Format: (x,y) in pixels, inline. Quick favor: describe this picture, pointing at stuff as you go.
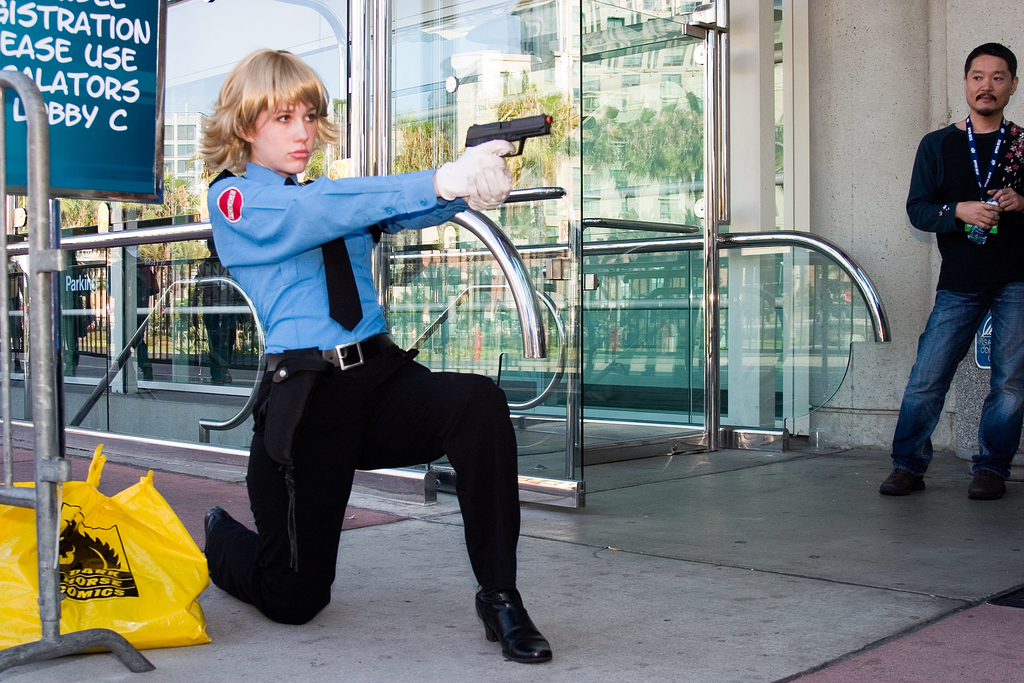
This image is taken outdoors. At the bottom of the image (942,478) there is a floor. On the right side of the image (1007,268) a man (1008,268) is standing on the floor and he is holding a bottle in his hands (979,214). On the left side of the image (35,100) there is a railing (31,204) and there is a board (80,120) with a text (86,51) on it and there is a cover (89,561) on the floor (224,670). A woman (396,187) is sitting on her knees (332,568) and she is holding a gun (519,132) in her hands (478,155). In the background (706,140) there is a wall (851,83) with a few glass doors (437,118). There are a few railings (154,312).
